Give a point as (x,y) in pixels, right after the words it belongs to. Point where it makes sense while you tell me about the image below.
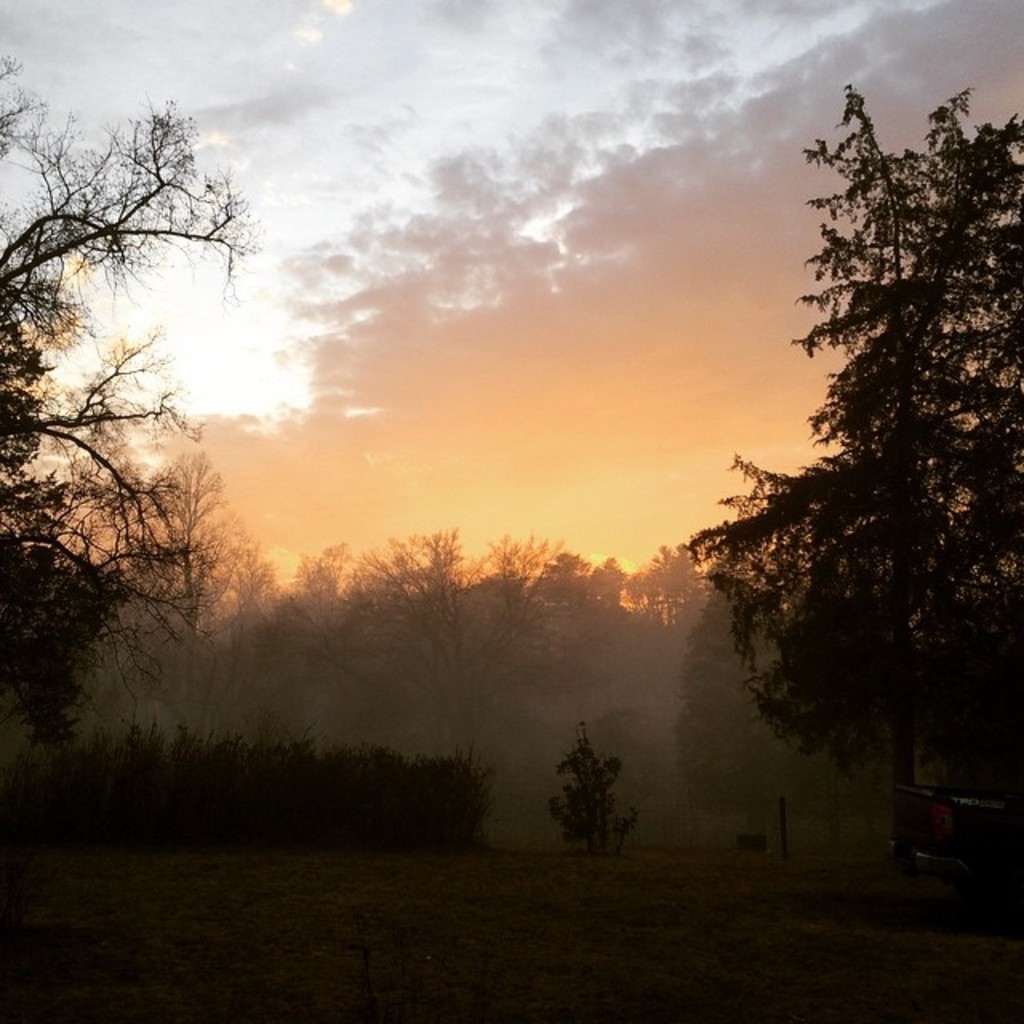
This image consists of many trees (295,661). At the top (401,193), there are clouds (429,329) in the sky (566,433). At the bottom (430,945), there is brown grass (594,931) on the ground (579,955).
